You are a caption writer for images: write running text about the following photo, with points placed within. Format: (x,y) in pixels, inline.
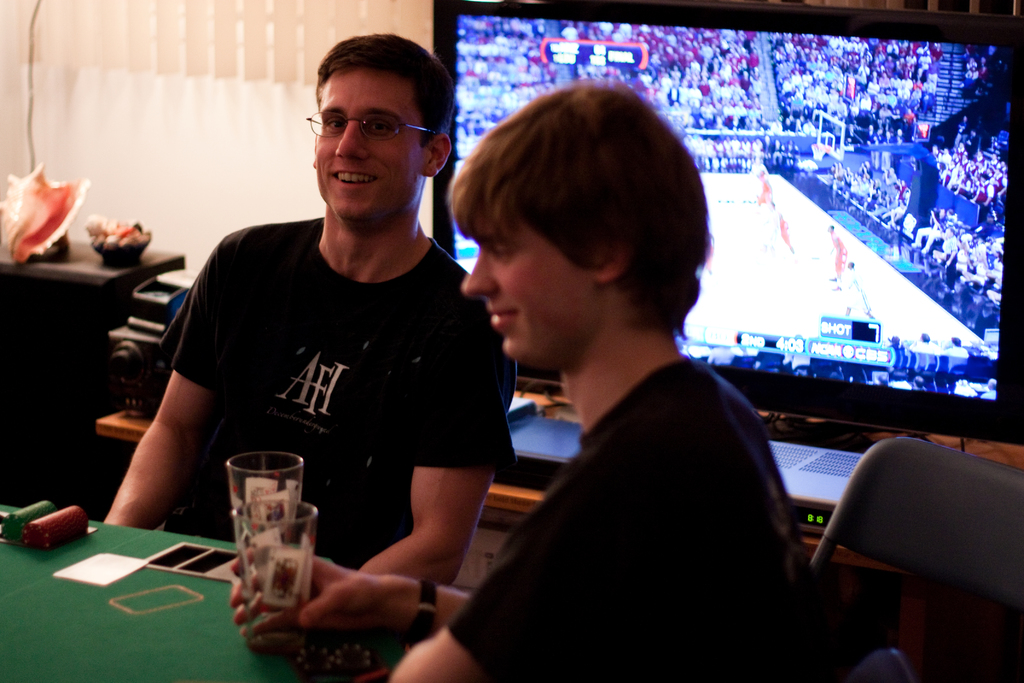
On the left side (322,180), there is a person (374,491) in black color T-shirt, smiling, sitting on a chair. Beside him, there is a table (39,604), on which there are some objects (375,672) and there is a person (356,573) who is in black color T-shirt (644,540), smiling and sitting. In the background (884,49), there is a monitor (807,100), there is a wall (156,237) and there are some objects (140,315).
